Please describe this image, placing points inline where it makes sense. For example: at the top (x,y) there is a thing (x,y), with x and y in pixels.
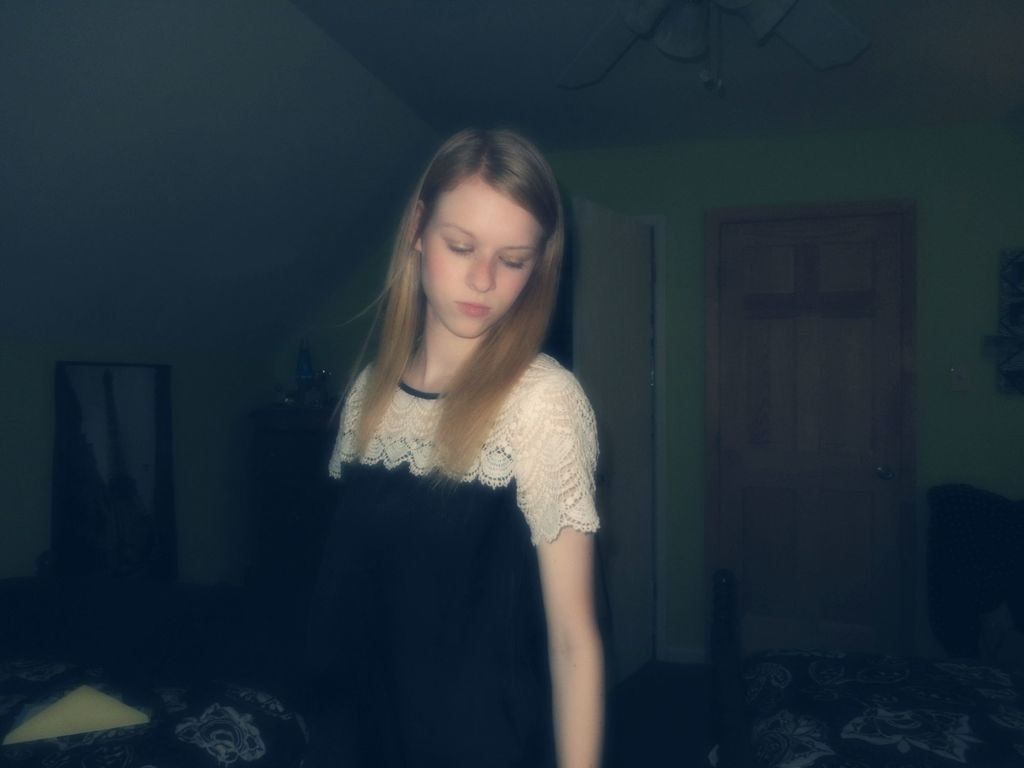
In the image we can see a girl (455,507) wearing clothes (414,606). Here we can see the door (830,445), wall (123,174) and the floor (668,719). The background (769,545) is pale dark.
